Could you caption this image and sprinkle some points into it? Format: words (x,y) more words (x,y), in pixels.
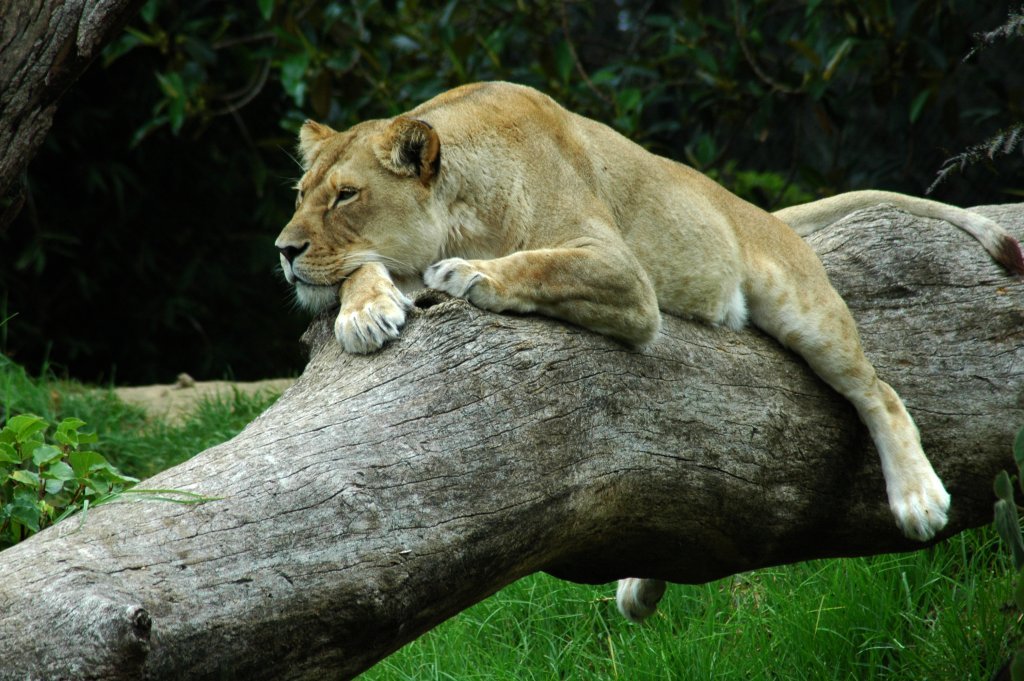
In this picture we can see a lioness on a tree trunk (491,395) and in the background (60,37) we can see trees (27,11).
